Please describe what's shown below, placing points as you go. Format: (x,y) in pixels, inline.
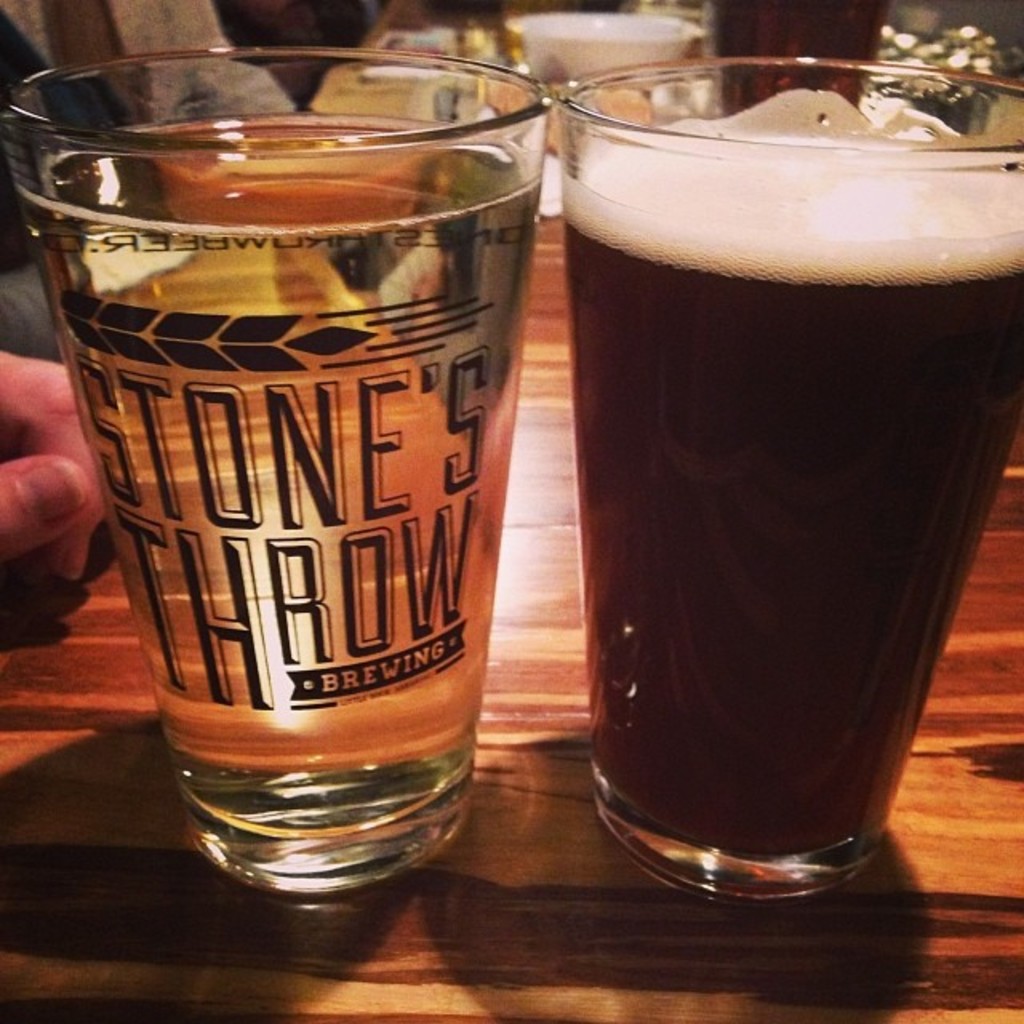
In this picture I can see the brown color surface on which there are 2 glasses (352,202) and I see liquid (423,310) in those glasses (357,387) and on the left glass (188,373) I can see few words (247,484) written and on the left side of this image (59,414) I can see the fingers (20,416) of a person (44,431) and it is a bit blurred in the background (150,34).
